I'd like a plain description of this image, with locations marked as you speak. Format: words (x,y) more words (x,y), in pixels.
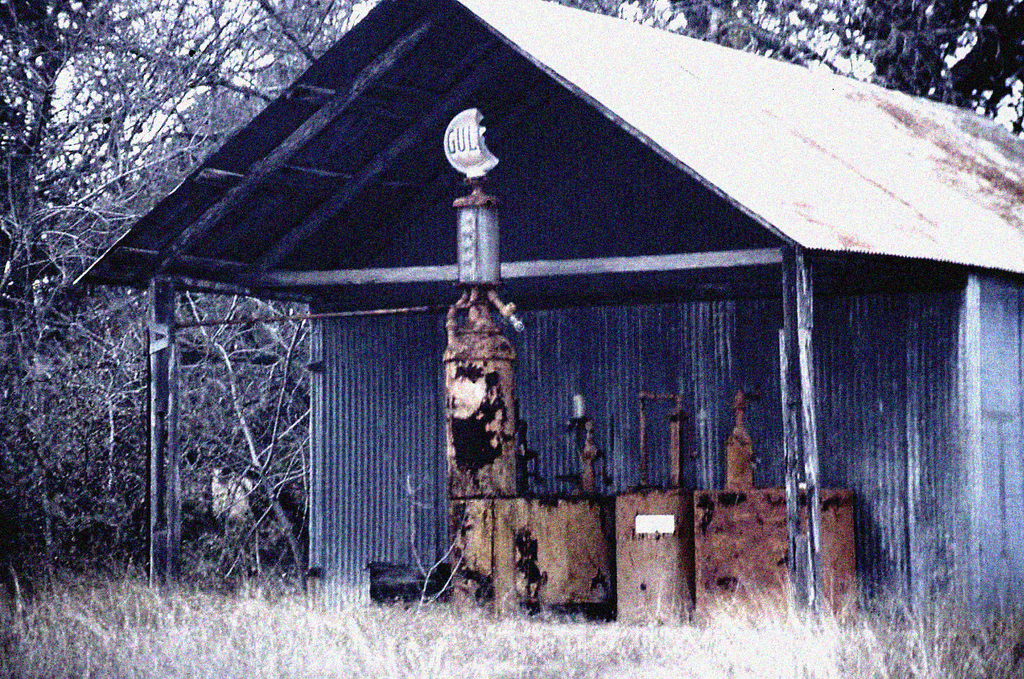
In this image we can see there is a shed (796,255) and in front of the shed (322,328) there is an object (681,542) looks like a machine (475,495). And there is grass (163,601) and trees (168,111).
